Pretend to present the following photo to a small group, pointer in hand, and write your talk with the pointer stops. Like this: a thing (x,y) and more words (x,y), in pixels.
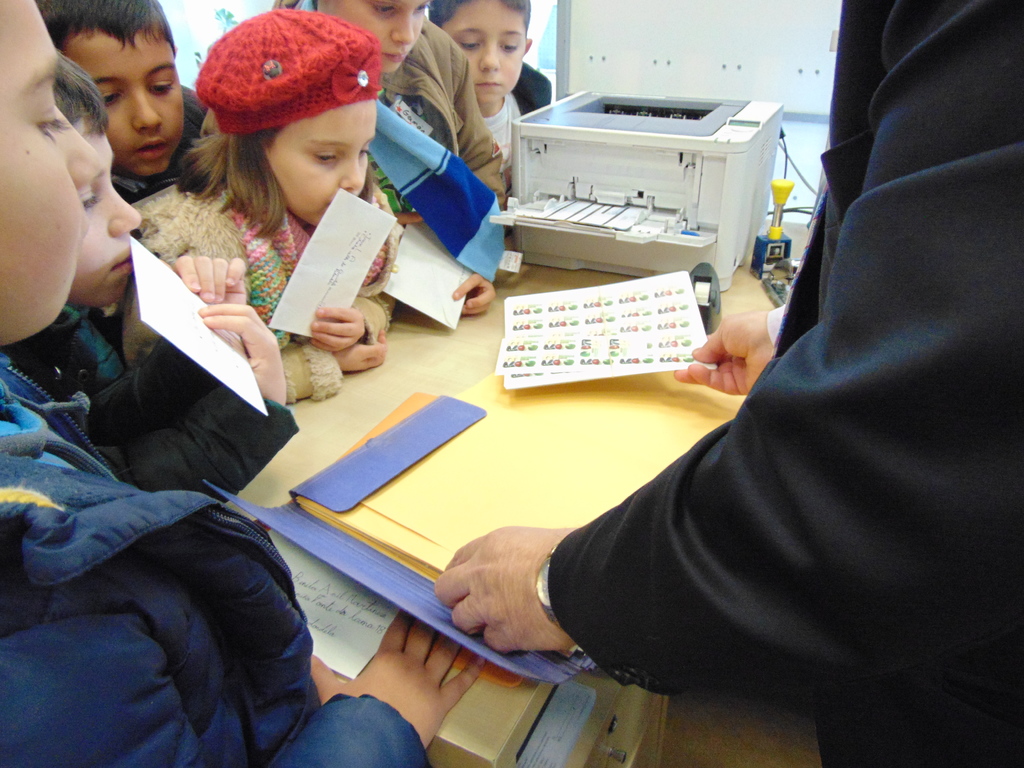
This picture shows few kids (481,154) standing holding papers (348,223) in their hands (492,296) and we see a girl (308,175) wore a cap (315,63) on her head (305,136). We see a printer (611,234) on the table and man (449,572) holding papers (578,336) in one hand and envelopes (357,567) with other hand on the table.
